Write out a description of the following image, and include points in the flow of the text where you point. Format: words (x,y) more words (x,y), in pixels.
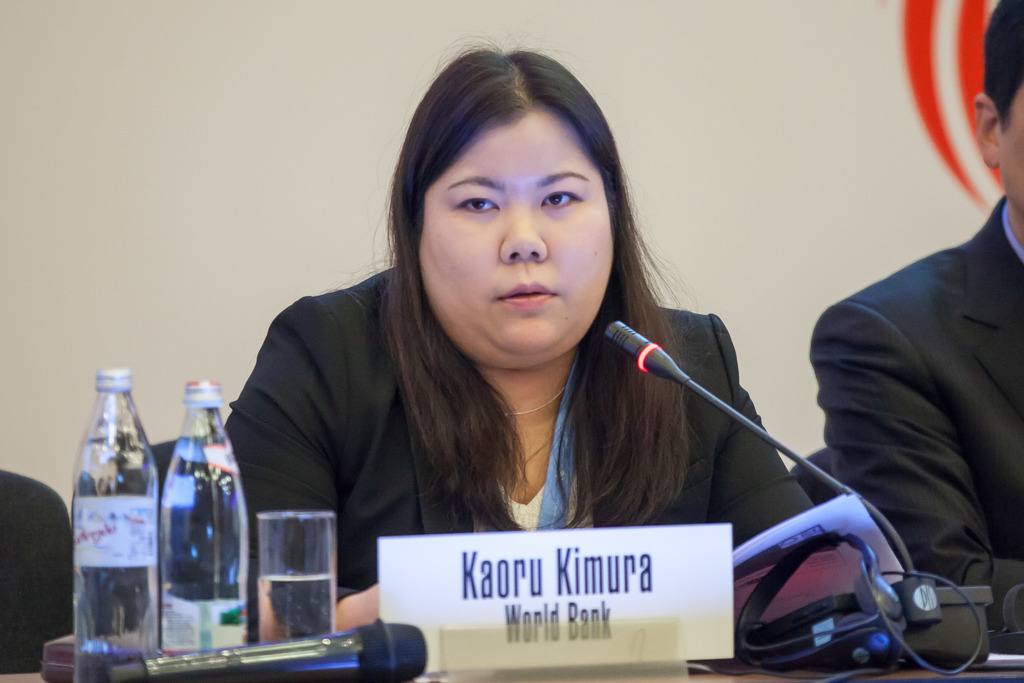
In this picture there are two people (732,427) sitting on chairs (832,462) and we can see bottles (237,563), glass (302,535), microphones (411,659), headset (807,628), papers (837,557) and board (568,612) on the table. In the background of the image (276,183) we can see wall (278,172).
